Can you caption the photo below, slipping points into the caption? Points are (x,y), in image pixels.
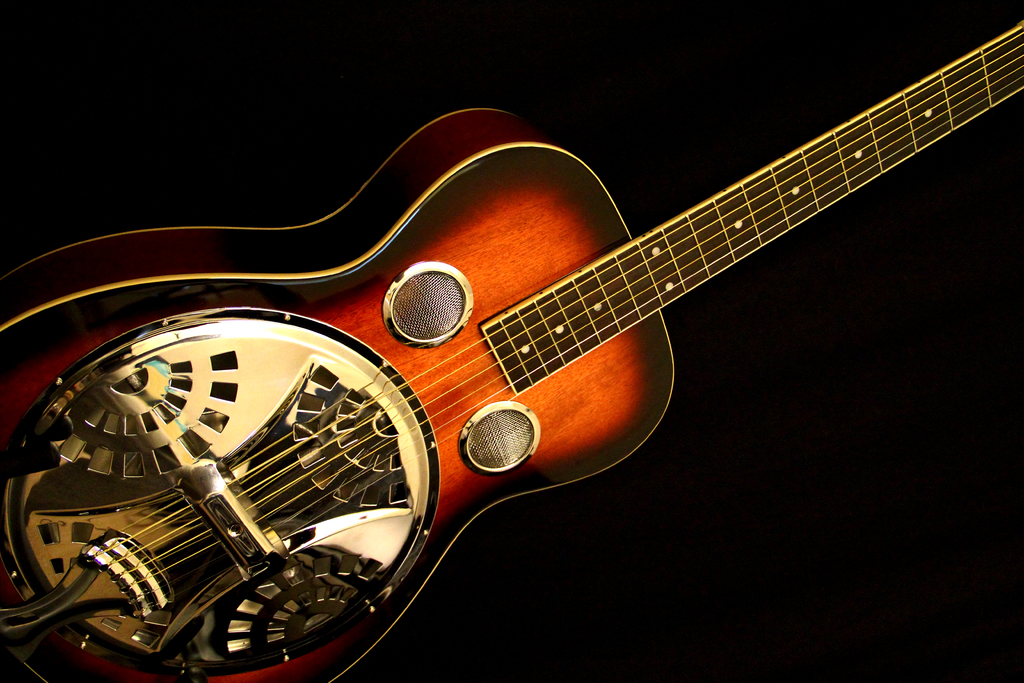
In this image i can see a golden brown guitar (438,320) and a dark background (291,112).
